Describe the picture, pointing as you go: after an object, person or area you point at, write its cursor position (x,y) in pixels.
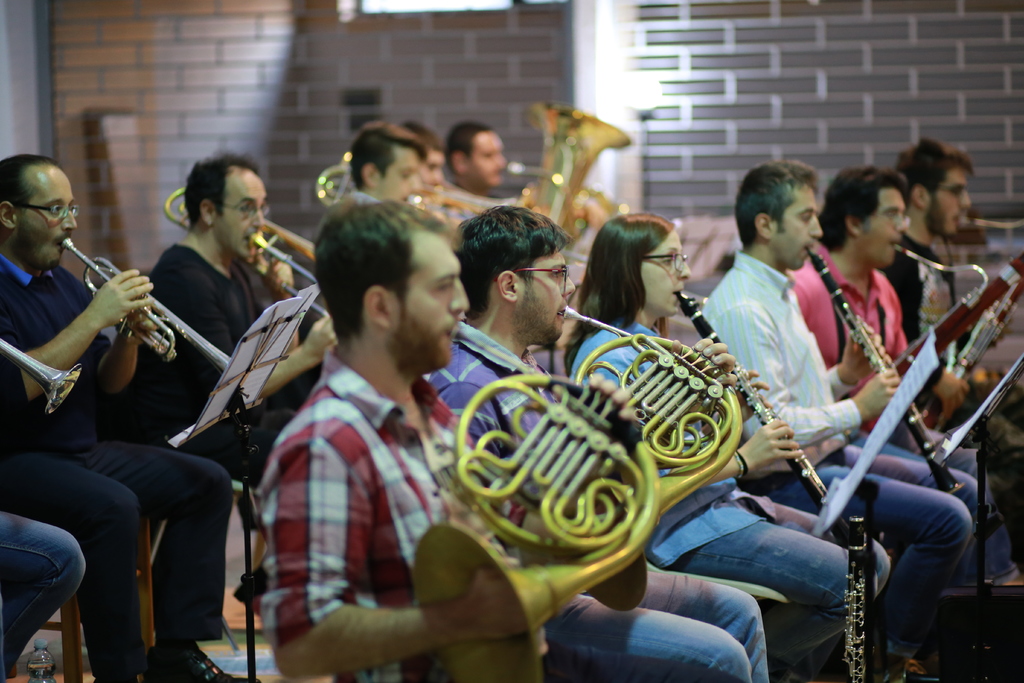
Here we can see few persons (931,250) are sitting on the chairs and they are playing musical instruments (937,268). Here we can see stands (1003,402), papers (834,494), and a bottle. In the background (184,58) there is a wall (812,127).
